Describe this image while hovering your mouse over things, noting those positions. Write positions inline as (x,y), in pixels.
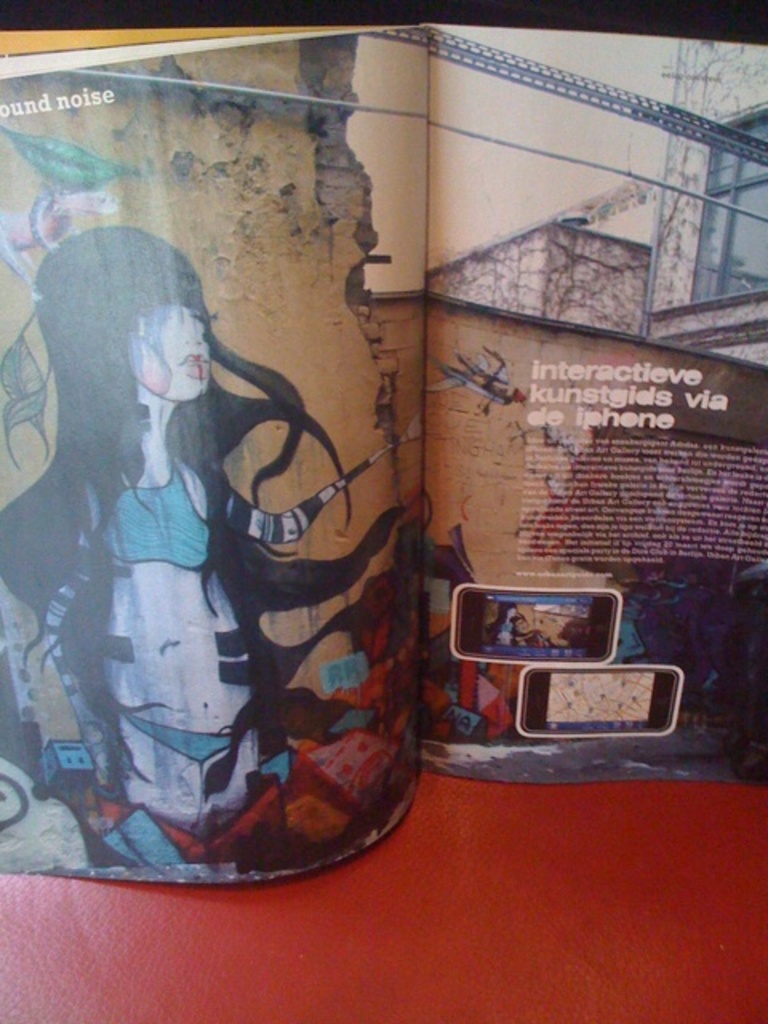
In this image I can see a book (192,272), in the book (165,461) I can see a person (159,409) and I can also see some text (576,386) in the book (574,487).
